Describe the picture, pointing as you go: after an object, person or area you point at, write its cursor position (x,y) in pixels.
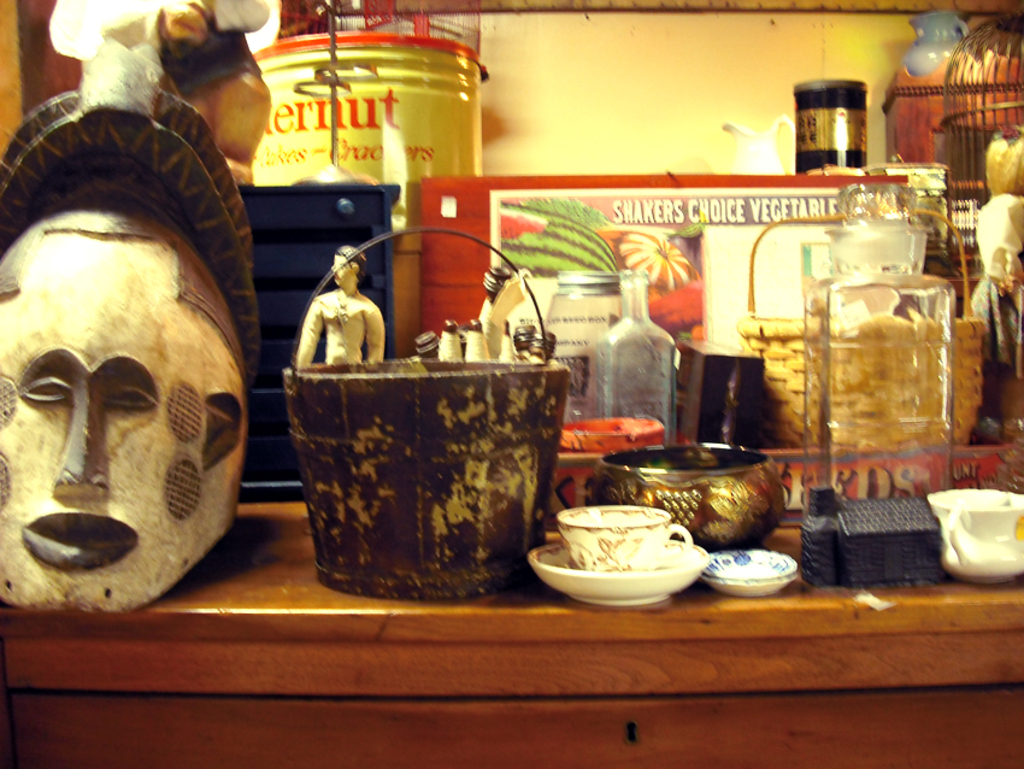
In the picture there is a table (527,624), on the table (970,627) there are cups (606,555), saucer (750,560), bottles (675,437), baskets (785,335), mask (96,329), hoarding (511,239) and other objects (342,348).
